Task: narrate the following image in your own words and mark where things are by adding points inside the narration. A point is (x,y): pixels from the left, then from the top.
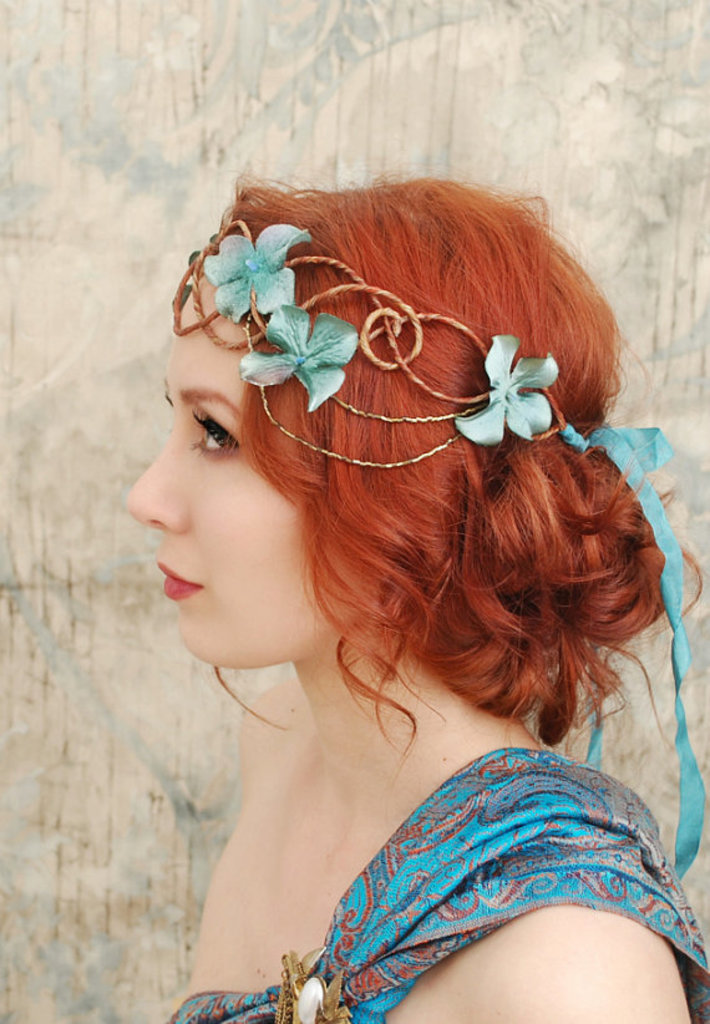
In this image I see a woman (204,548) and I see that she is wearing blue dress (500,835) and I see a tiara (247,336) on her head (420,369) and I see the wall (382,30) in the background (38,55).
